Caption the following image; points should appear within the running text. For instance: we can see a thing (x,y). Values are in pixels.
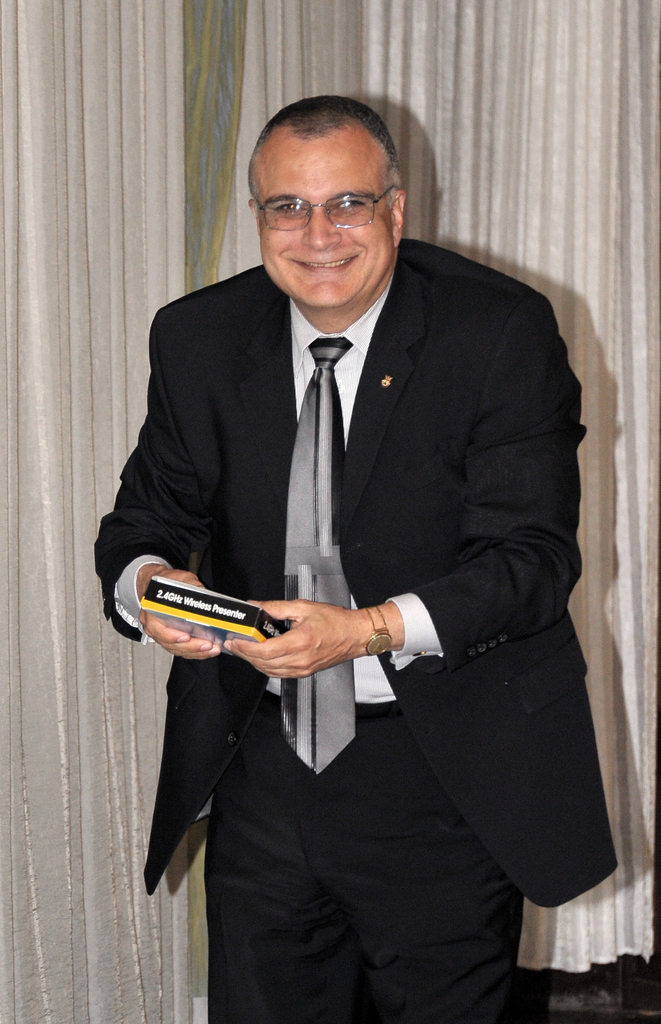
Here in this picture we can see a person (318,454) standing over a place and we can see he is wearing black colored suit (201,679) on him and carrying a box (238,600) in his hand (304,662) and he is smiling and wearing spectacles (287,223) on him and behind him we can see a curtain (28,93) present over there.
